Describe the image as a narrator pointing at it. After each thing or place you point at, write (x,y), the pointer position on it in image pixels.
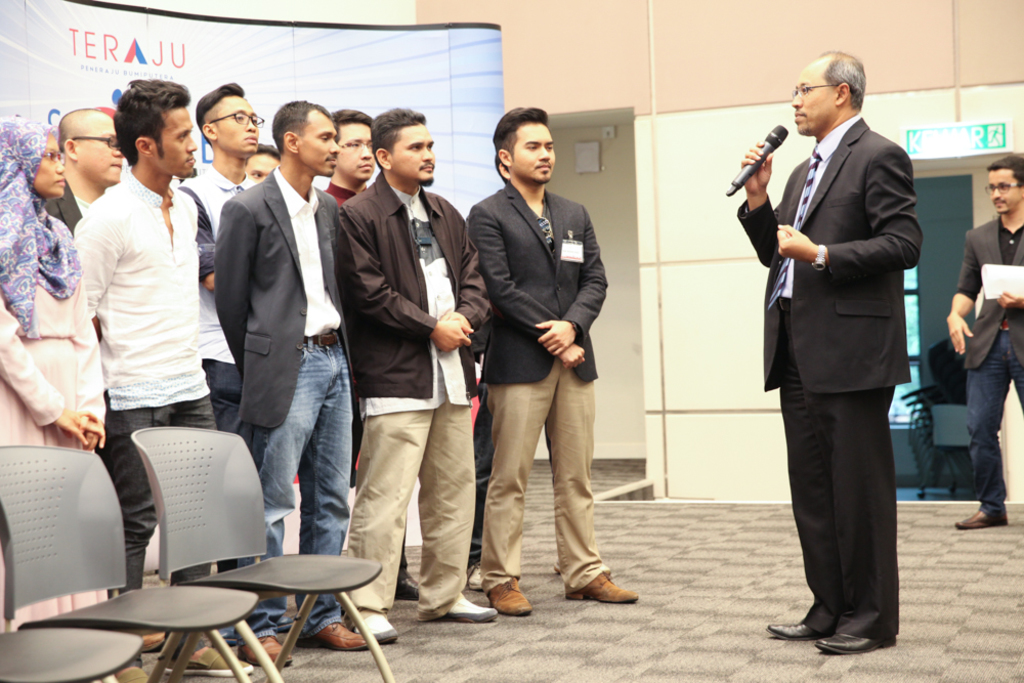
In this image there are people (494,523) standing on a floor (752,576) one man (831,512) is holding a mike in his hand (758,206), in the bottom left (89,660) there are chairs (91,677), in the background (672,19) there is a wall (711,31), for that wall (903,89) there is a door (925,303) and a banner (463,66), on that banner (96,79) there is some text (150,75).
